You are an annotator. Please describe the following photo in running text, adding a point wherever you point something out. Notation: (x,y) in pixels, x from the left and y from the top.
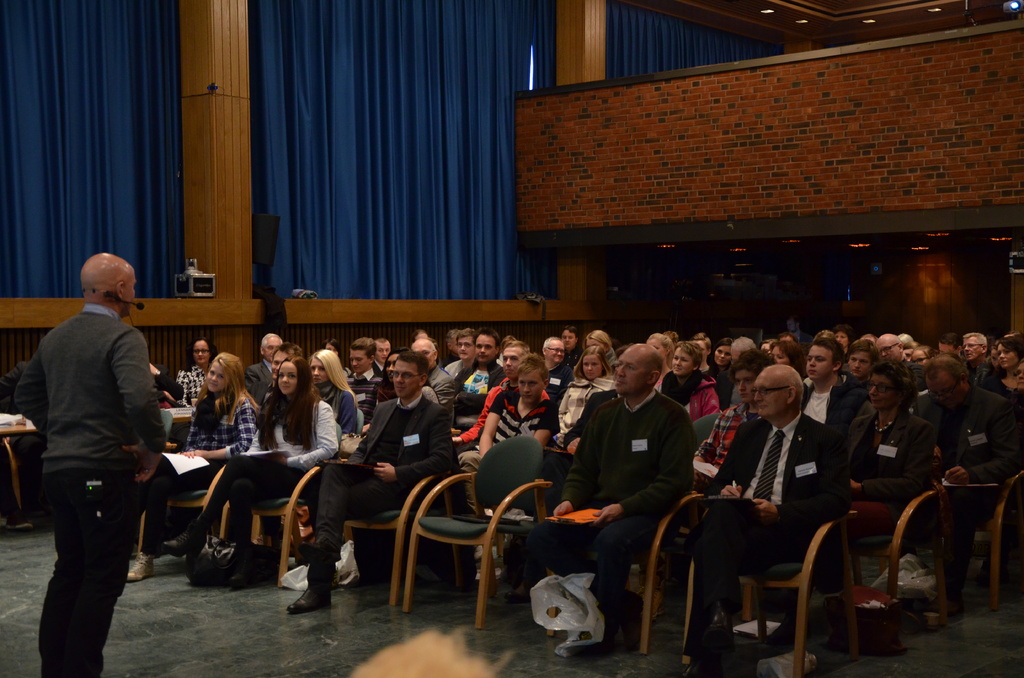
In this picture, we can see a few people (603,414), sitting holding some objects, and a person (144,425) is standing with microphone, we can see the ground (234,606) with some objects (839,615) like chairs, bags (578,616), and we can see the wall (1009,217) with curtains (414,165), and the roof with lights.
